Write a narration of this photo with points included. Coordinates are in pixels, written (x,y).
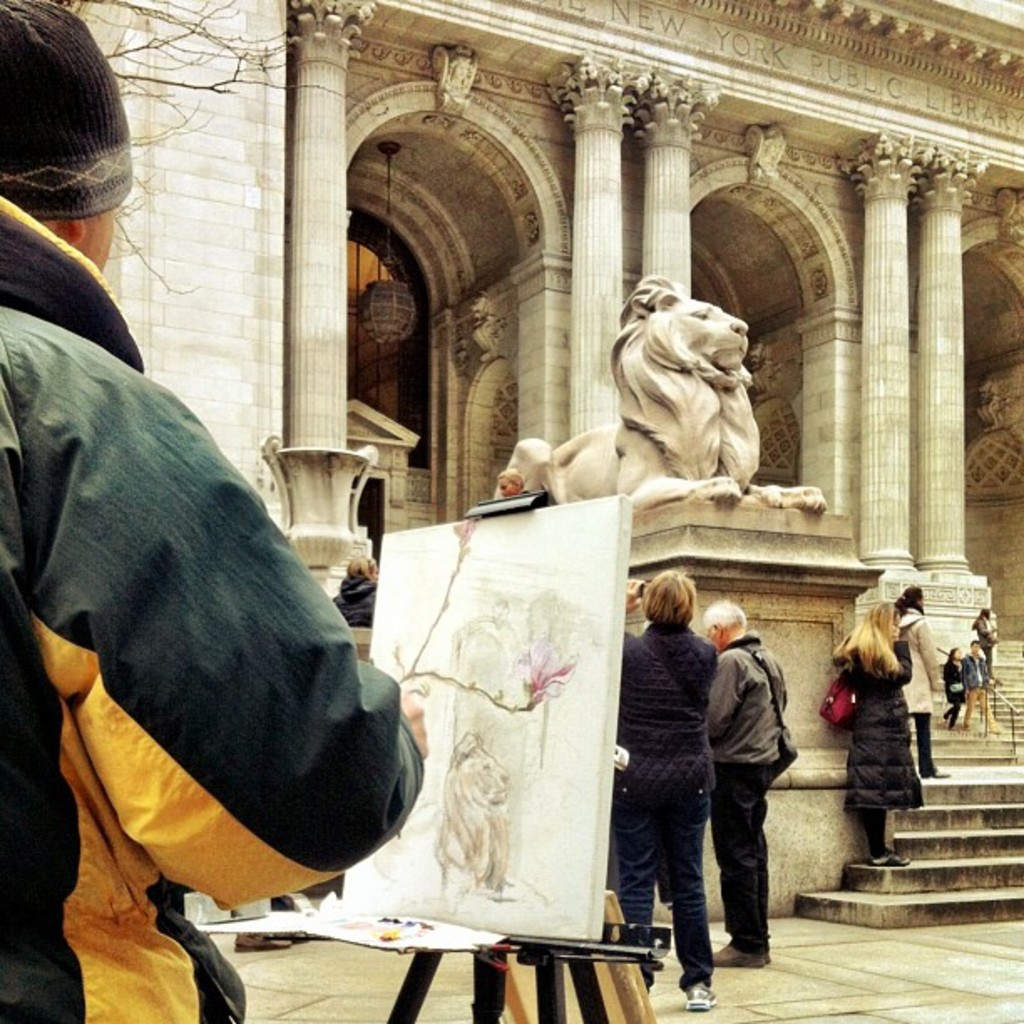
Left side of the image (134,466) we can see a person (203,683) is standing and in-front of this person (244,800) there is a drawing (478,820) on board (481,720). In-front of this building (897,43) there are people (921,696), pillars (645,224) and statue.
